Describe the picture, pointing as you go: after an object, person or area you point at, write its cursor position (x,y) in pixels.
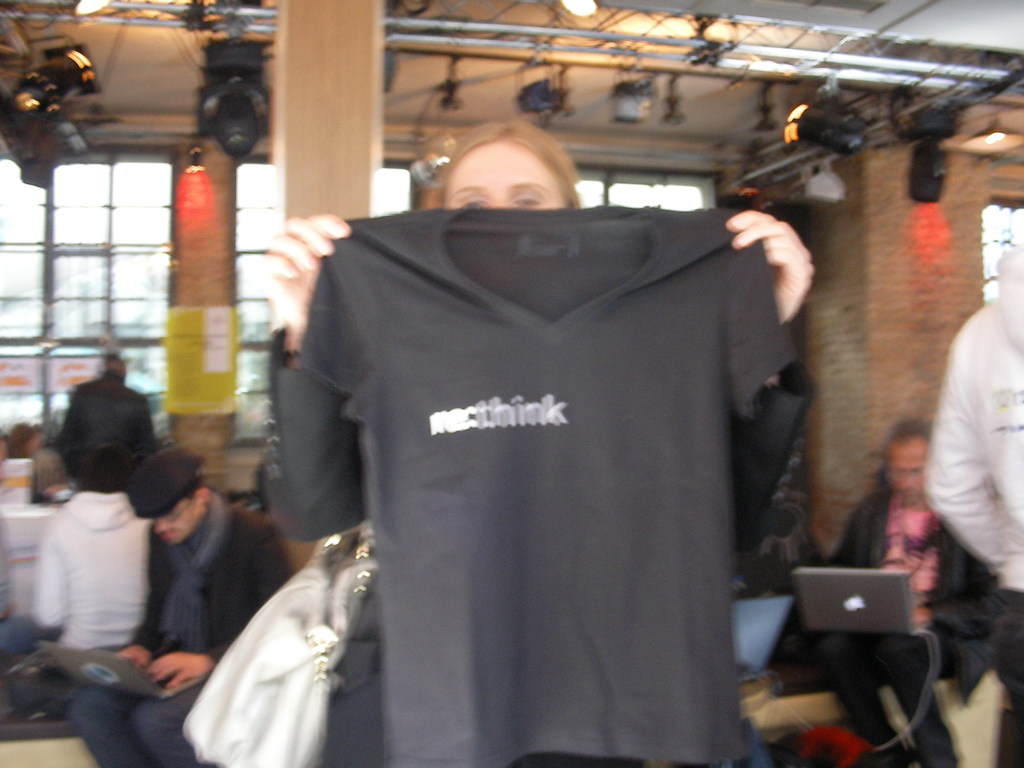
In this picture we can see a person (483,178) is holding a t shirt (427,381). Behind her there are two persons (255,599) holding laptops (757,609). Behind the two persons (207,615) there are people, pillars (835,360), glass windows (72,270). At the top of the picture (544,45) there are lights (201,112) and truss (495,49).
